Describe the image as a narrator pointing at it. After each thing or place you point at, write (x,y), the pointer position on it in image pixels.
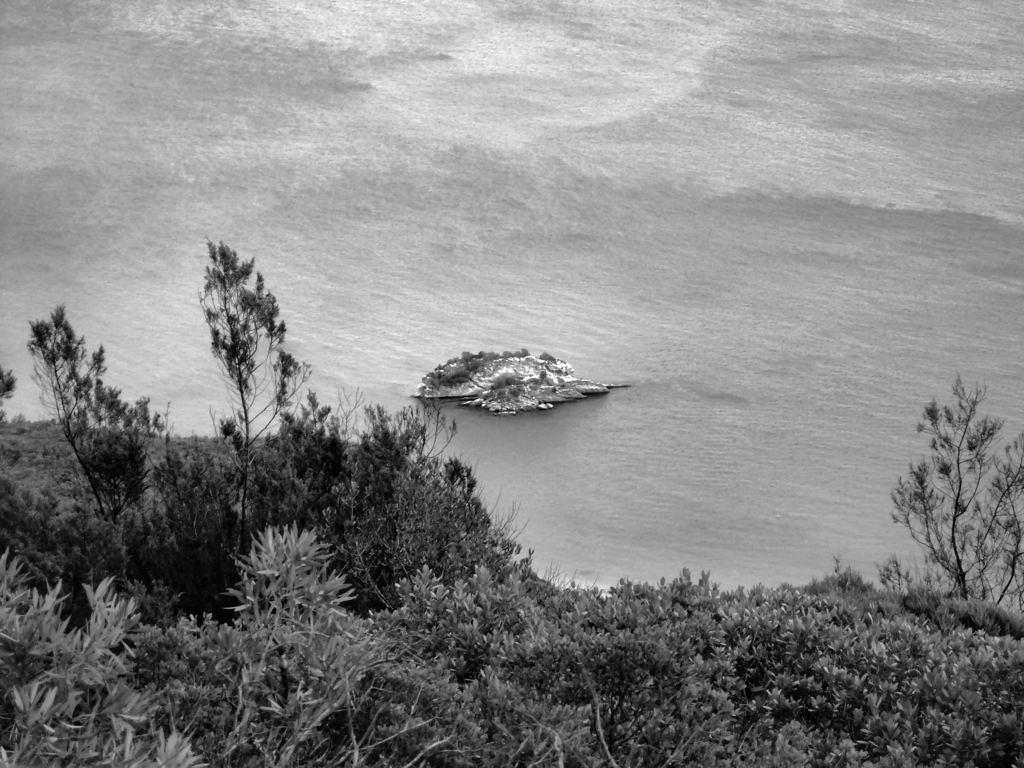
In this picture, we can see the ground (313,600) with plants (240,539), trees (286,474), and we can see water (701,258) and some object (513,366) in the water (624,338).
